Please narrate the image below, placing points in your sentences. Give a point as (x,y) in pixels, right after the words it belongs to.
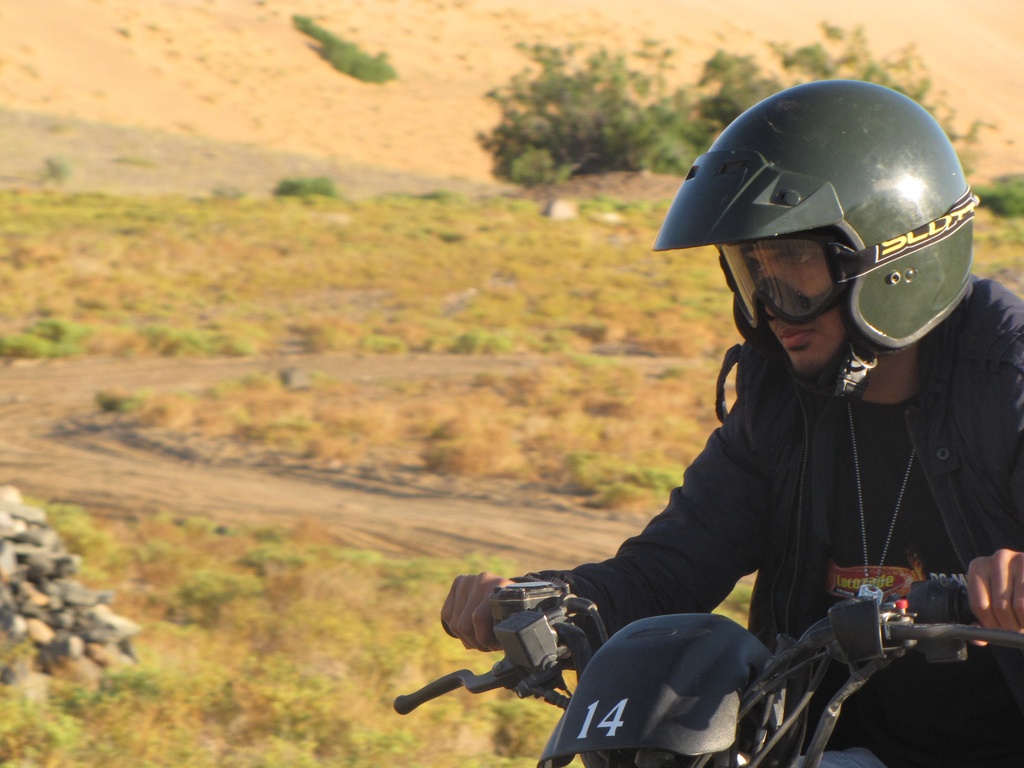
In the image we can see there is a person (766,556) sitting on the bike (726,627) and he is wearing helmet (852,178) and jacket (1002,513). Beside there is ground (471,410) which is covered with grass (494,296) and behind there are trees (582,113).
